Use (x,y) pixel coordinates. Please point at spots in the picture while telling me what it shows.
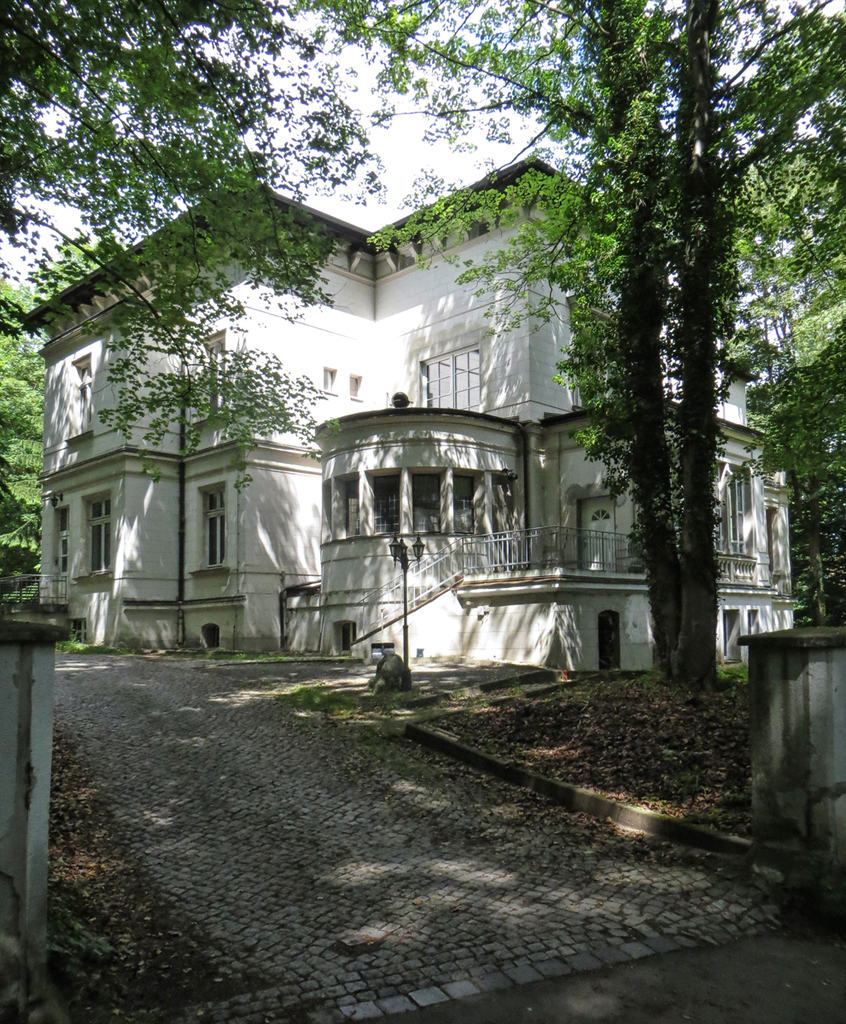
In this picture there is a house (388,355) in the center of the image (332,412) and there are trees (549,280) on the right (659,410) and left side of the image (268,251), there are pillars (790,634) on the right (804,722) and left side of the image (8,985).
